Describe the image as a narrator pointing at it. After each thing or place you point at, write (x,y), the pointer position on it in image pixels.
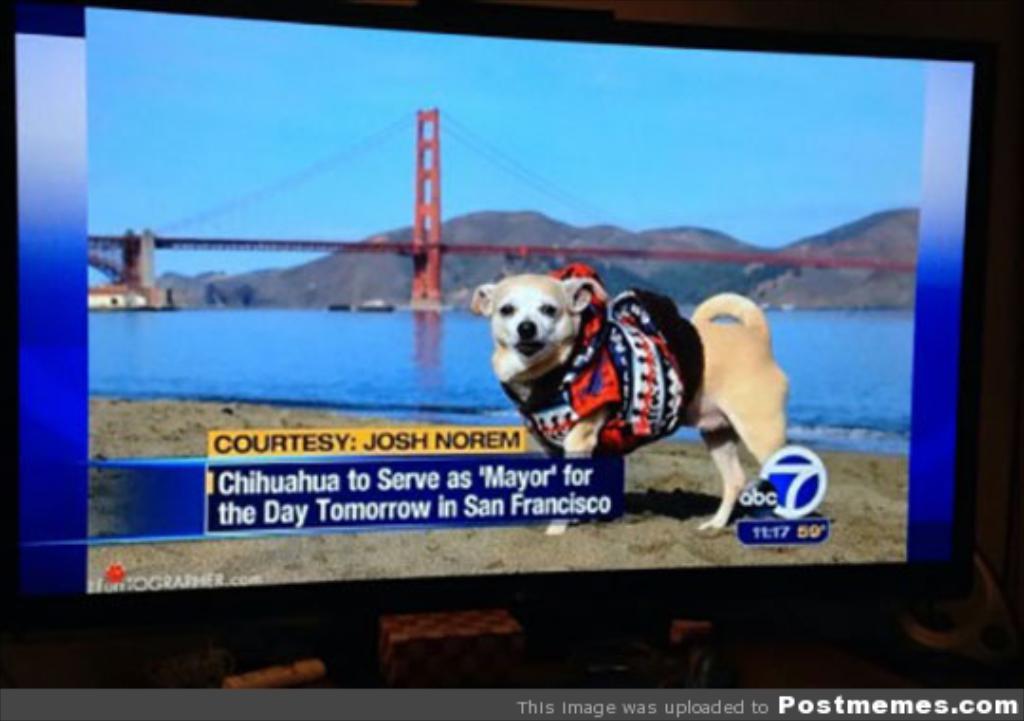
In this image we can see a display screen (299,175). On the display screen (464,368) there are the pictures of dog (586,429) standing on the ground (638,459), river (326,346), bridge (428,261), hills (497,269) and sky (379,139).
